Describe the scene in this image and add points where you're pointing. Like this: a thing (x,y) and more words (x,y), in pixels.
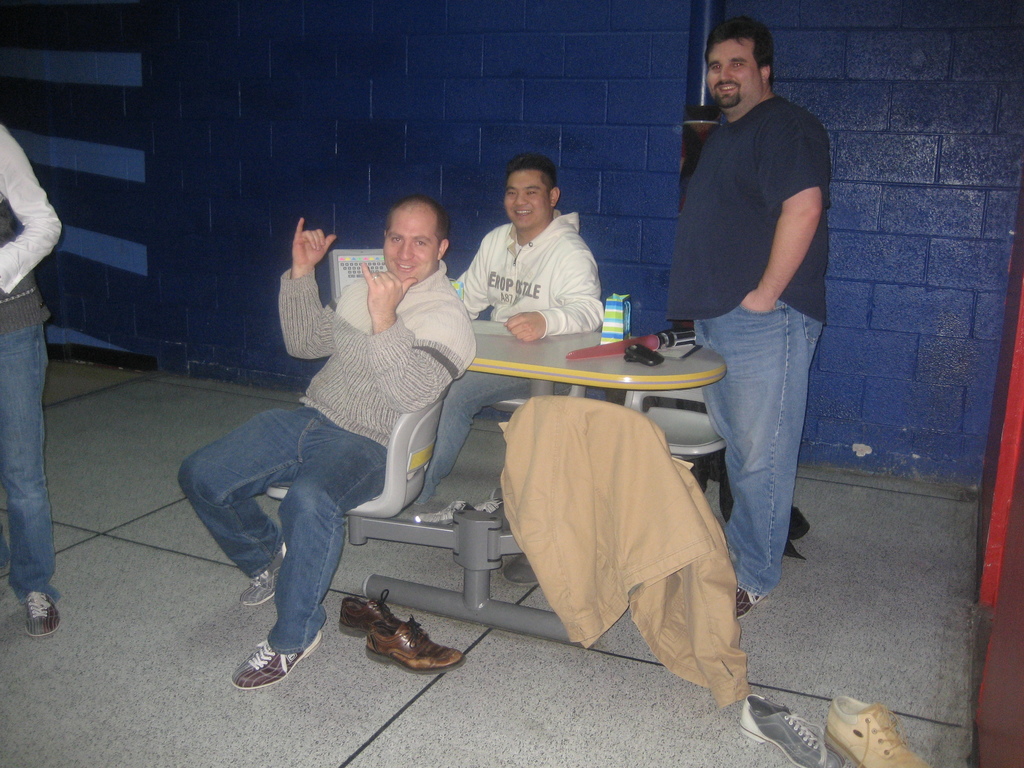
In this picture we can see four persons (724,199) two are sitting and two are standing, they are smiling and in front of them there is table (692,373) and on table (594,333) we can see some items (626,345) and here on floor (225,572) we have shoes (412,618) and in the background (217,94) we can see blue color wall (340,133).
